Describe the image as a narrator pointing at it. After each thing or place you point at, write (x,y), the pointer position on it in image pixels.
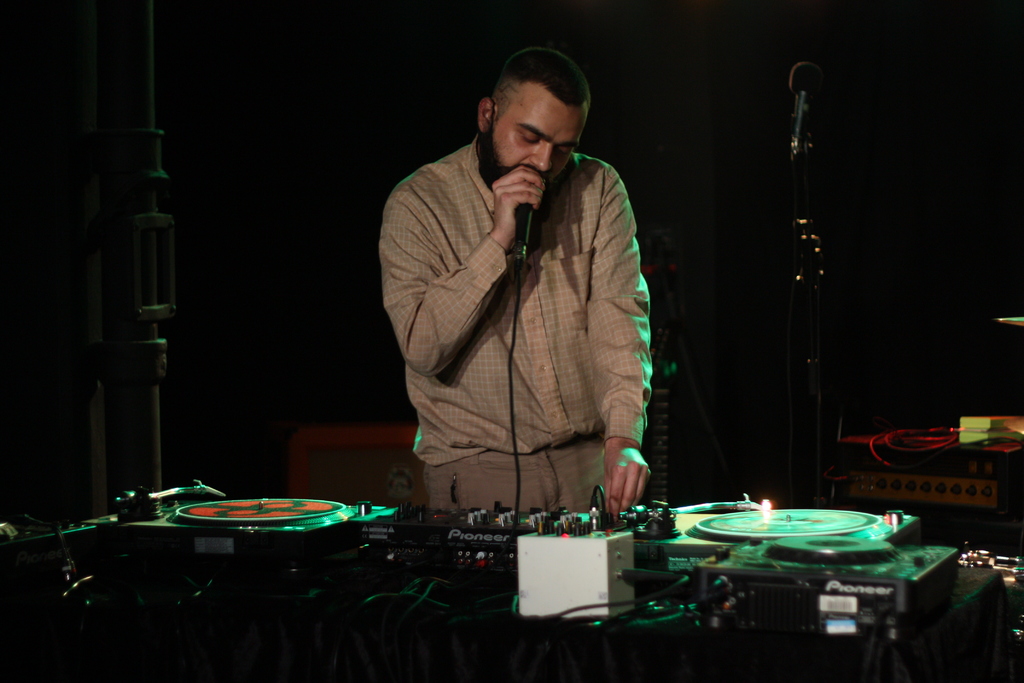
In this image there is a man (539,283) standing, holding a mike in his hand (513,198), in front of him there are electrical devices (622,553), in the background (673,293) it is black.
